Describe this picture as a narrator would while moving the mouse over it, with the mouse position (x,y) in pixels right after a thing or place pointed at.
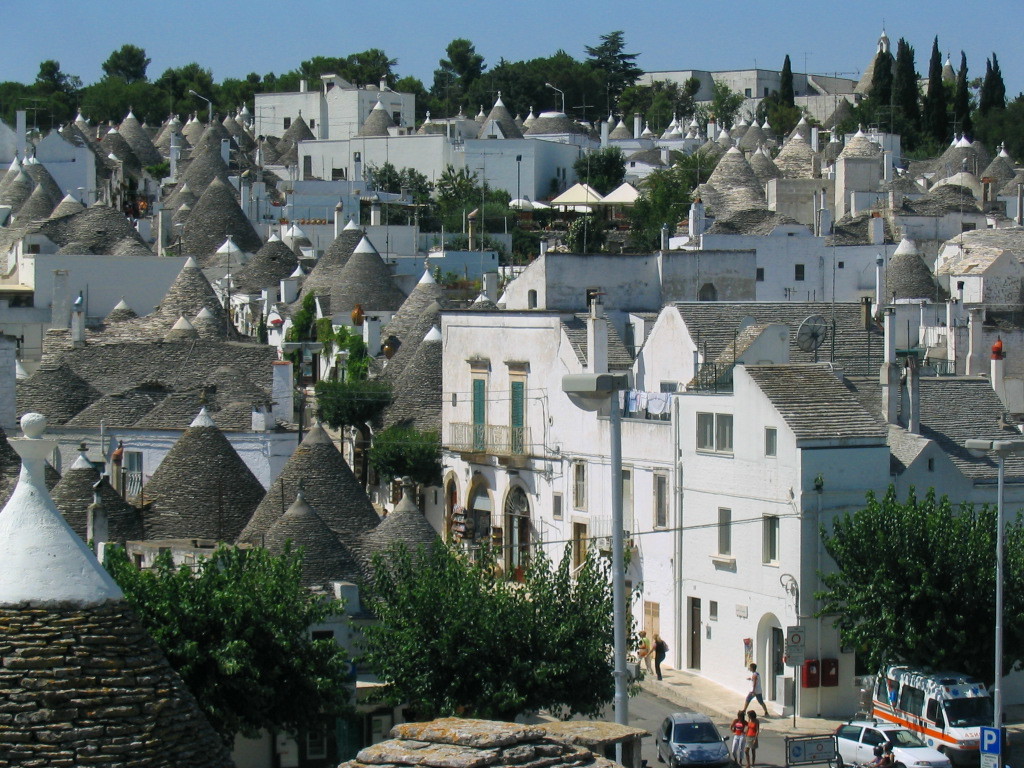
In this image I can see few buildings (436,327) in white color, trees (425,560) in green color, right I can see few vehicles (903,678) and few persons (758,672) walking on the road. Background (479,26) I can see sky (292,40) in blue color.
